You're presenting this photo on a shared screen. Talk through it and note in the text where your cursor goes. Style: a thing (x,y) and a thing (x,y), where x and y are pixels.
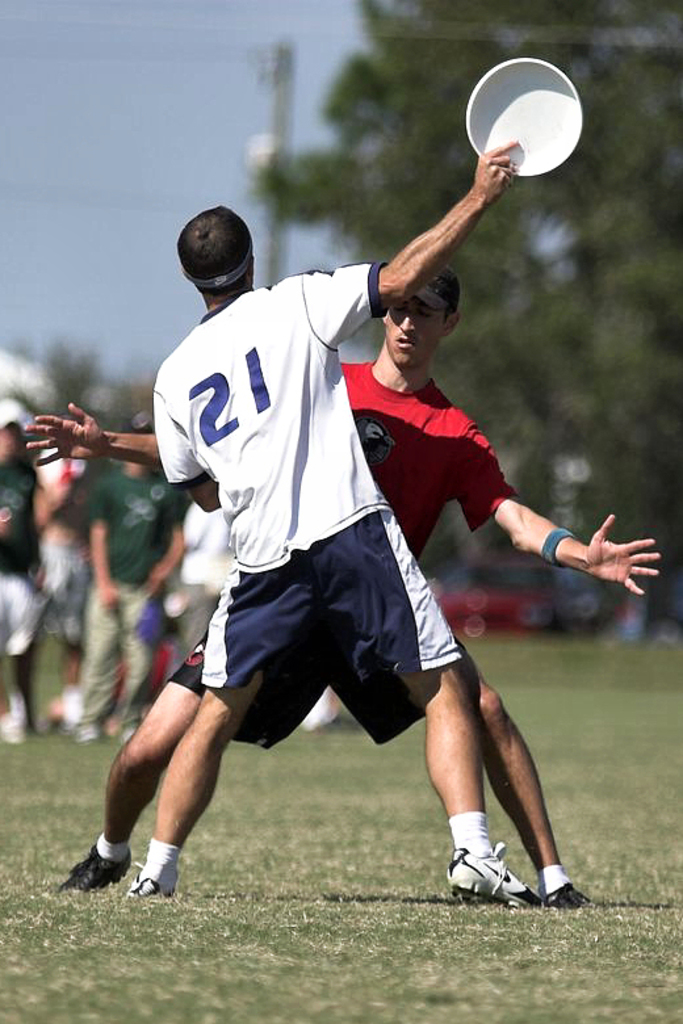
In this image, we can see a person (377,537) is standing on the grass (326,927) and holding white object (521,135). Behind him, there is another person (388,450) is standing. Background (679,617) we can see blur view. On the left side of the image (10,614), we can see few people (81,626). Here we can see trees (630,483), pole (277,222) and sky (153,202).
